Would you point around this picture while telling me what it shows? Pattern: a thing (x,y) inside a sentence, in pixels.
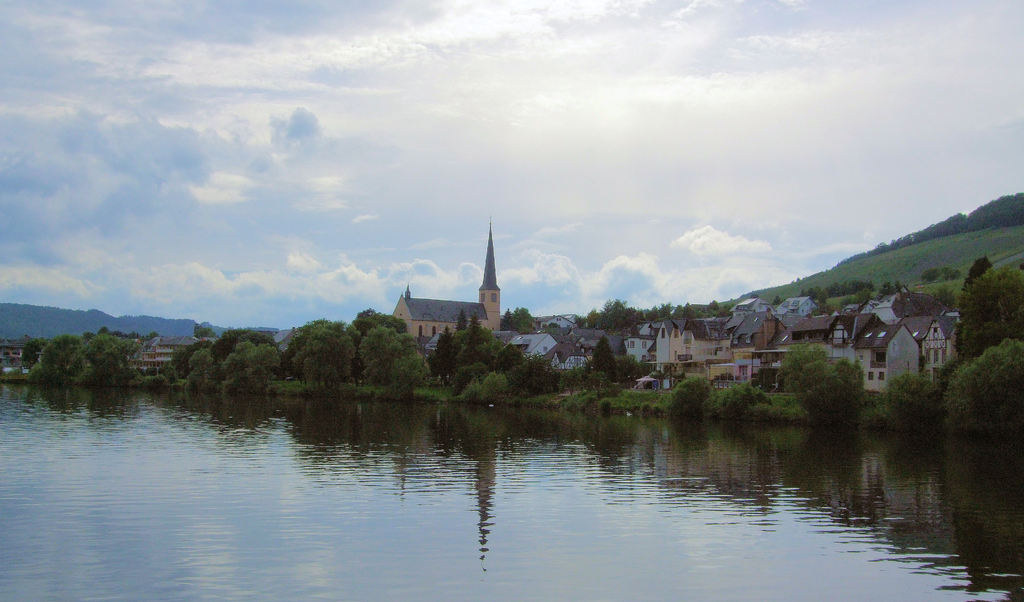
In this image in the center (504,325) there are some trees (479,326) buildings (642,333) plants (937,417), and at the bottom (421,483) there is a river (259,450) and in the background (950,264) there are mountains (933,273) and at the top (428,147) there is sky (402,145).
